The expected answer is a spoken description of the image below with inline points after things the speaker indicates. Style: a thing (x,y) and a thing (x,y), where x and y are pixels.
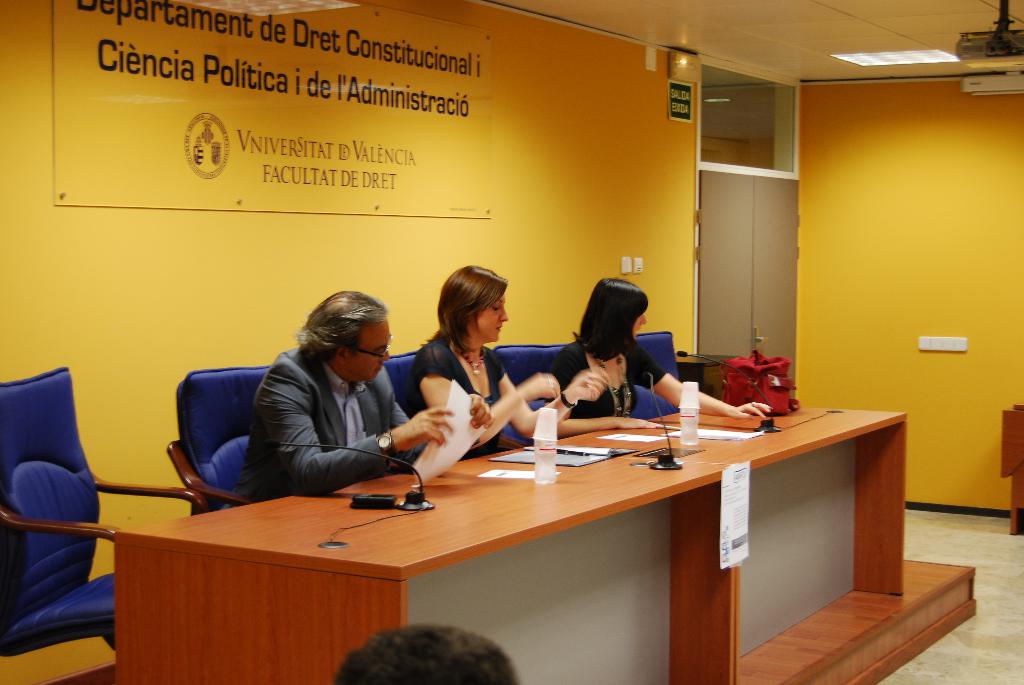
In this image there are 2 woman (469,309) and a man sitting in the chair (240,490), and in the back ground (196,124) there is a table (508,491), water bottle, glass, paper (453,403), microphone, name board (214,151), door (710,209), light (895,63), projector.
